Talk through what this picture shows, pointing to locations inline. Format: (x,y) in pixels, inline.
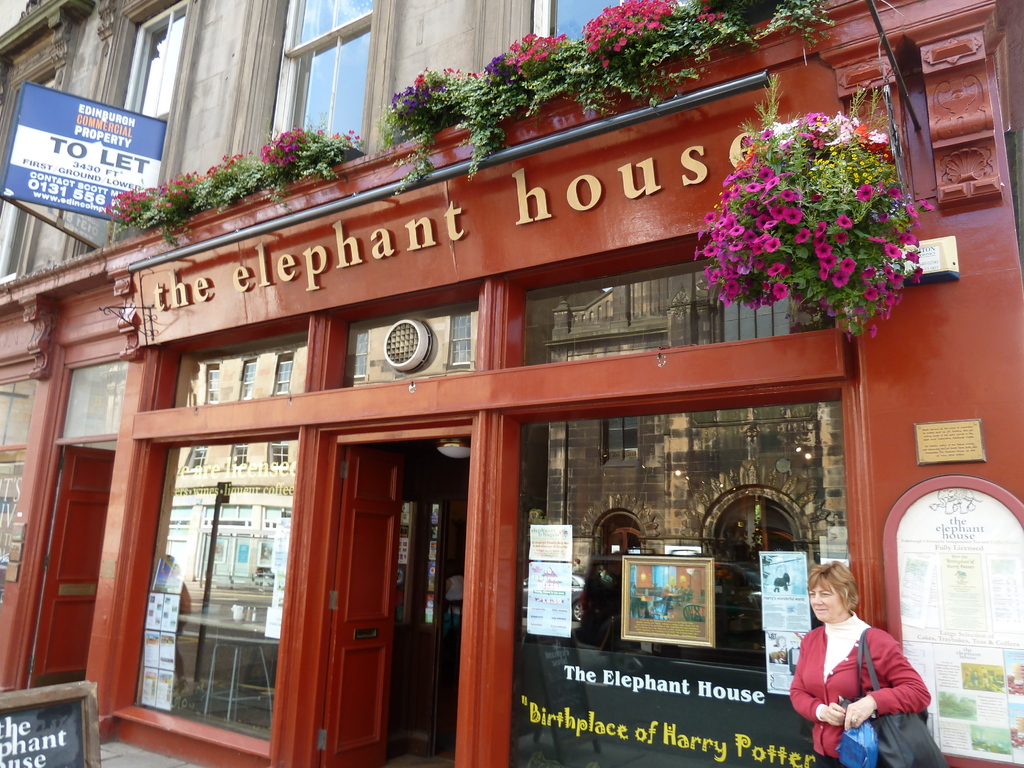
On the top (366,42) we can see a window (341,58), glass window (327,79). There is a board (135,178) stating To-Let and the number (87,198) is also provided on the board (26,184). This is a elephant house (552,514) on the top of the elephant house (336,171) there are flower plants (669,49). This is also a flower plant (840,248). On the right of the elephant house (804,633) we can see a women (823,598) wearing a black handbag (904,744), holding a blue polythene cover (860,744) in her hands (831,717). This is the entrance door (358,679) of the elephant house (457,534). On the left (67,609) there is also other door (68,580). Inside the elephant house (242,626) there is a table (248,637). In Front of it there is a board (16,717) stating elephant house.
